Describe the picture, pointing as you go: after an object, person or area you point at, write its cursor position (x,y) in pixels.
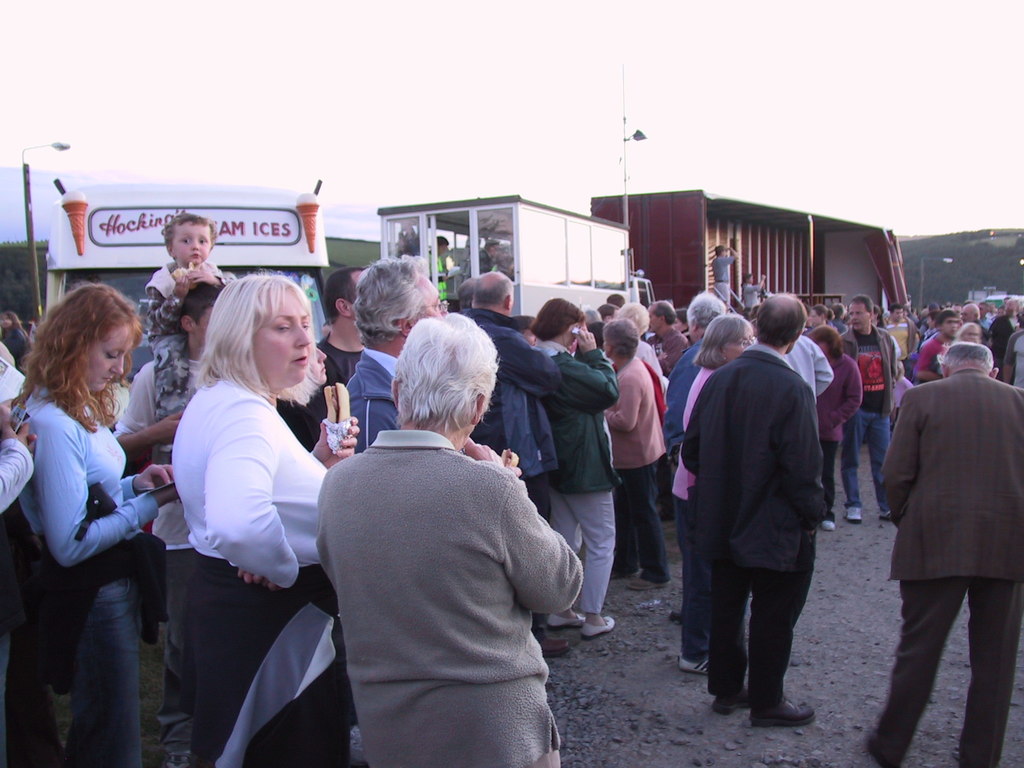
In the image we can see there are many people (302,342) standing, they are wearing clothes (612,481) and shoes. This is a footpath (837,605), vehicle (844,248), light pole (27,236), mountain (15,263) and a white sky (238,174). This person (279,459) is holding a food item (335,420) in hand (326,442).
